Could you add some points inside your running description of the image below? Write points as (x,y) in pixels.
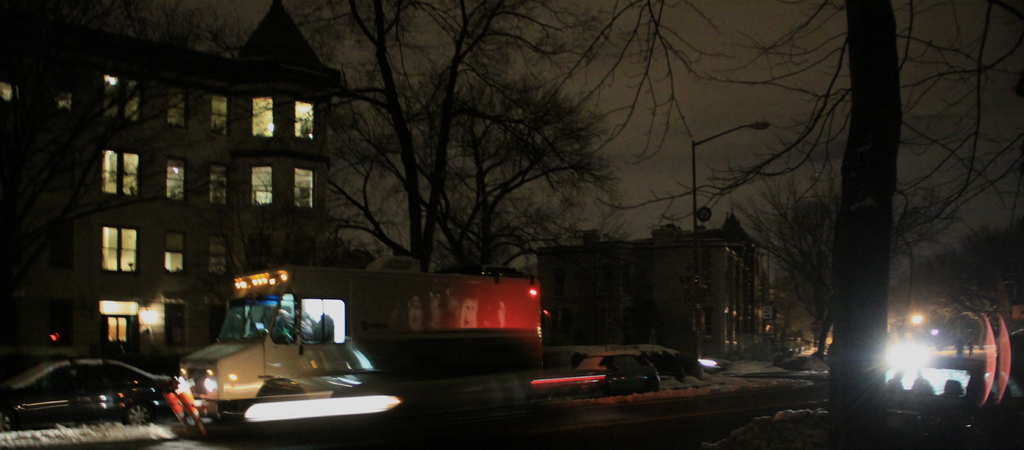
In this image there are vehicles (603,386) on the road (741,400). Right side (692,182) there is a street light (696,249). Background (74,305) there are trees (961,301) and buildings (315,185). Top of the image (683,80) there is sky (676,71).
